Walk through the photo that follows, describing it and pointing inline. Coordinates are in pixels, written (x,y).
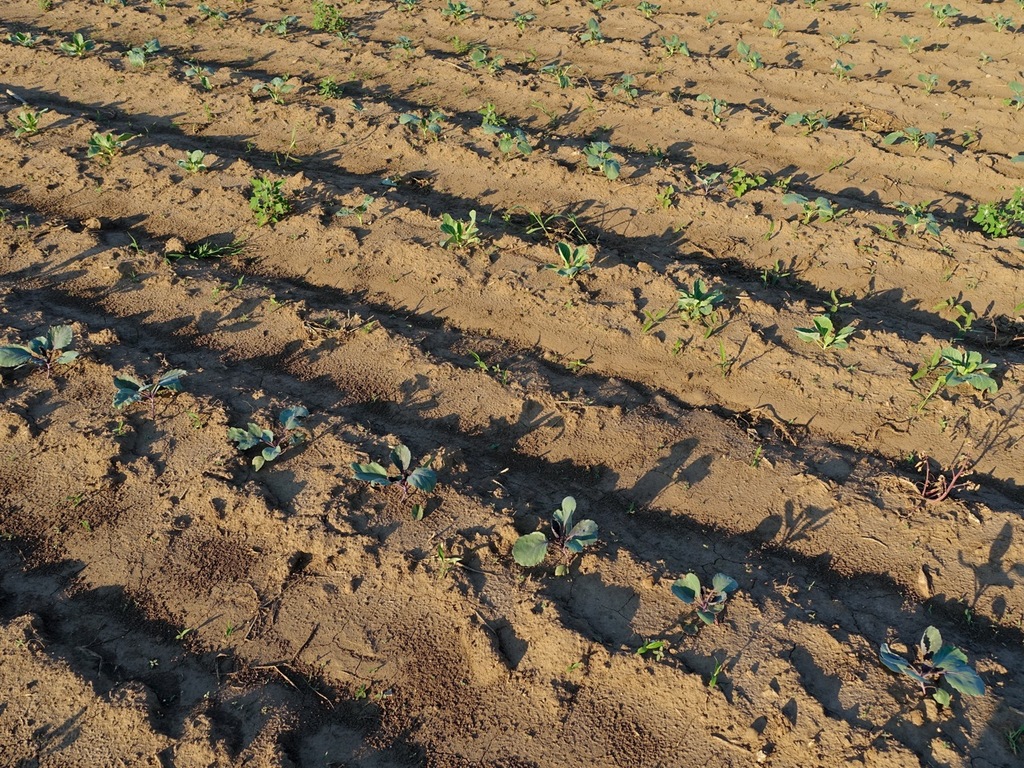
In this picture we can see small plants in the field (615,62).
